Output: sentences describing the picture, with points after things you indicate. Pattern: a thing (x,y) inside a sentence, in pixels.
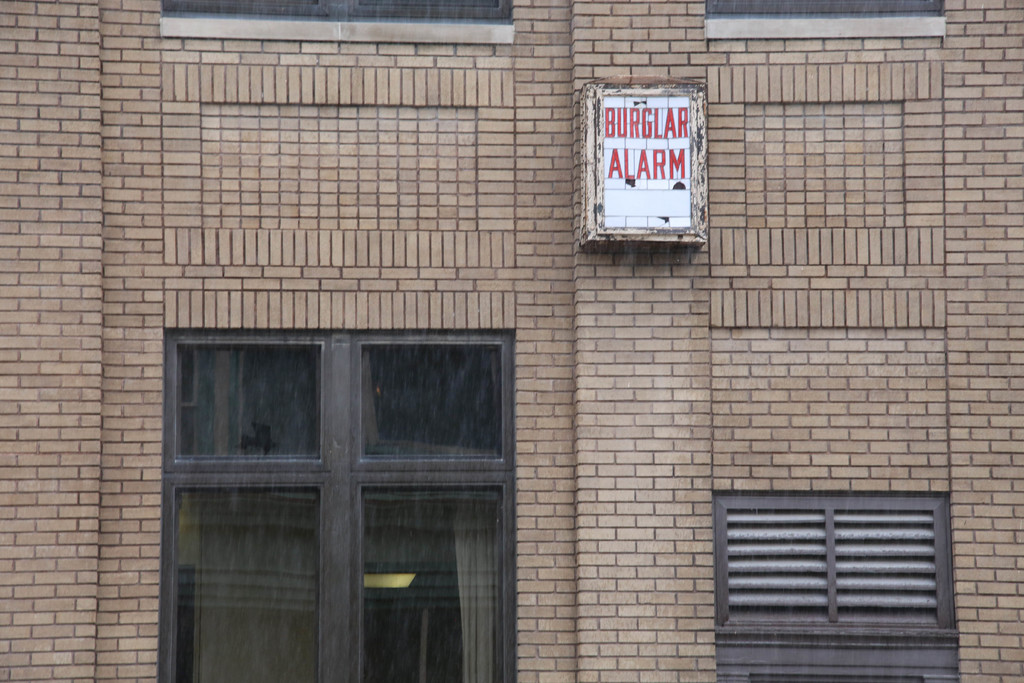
In this image I can see a building (753,322) in brown color, in front (293,448) I can see a glass window (260,489) and white color board (645,231) attached to the wall (555,127).
